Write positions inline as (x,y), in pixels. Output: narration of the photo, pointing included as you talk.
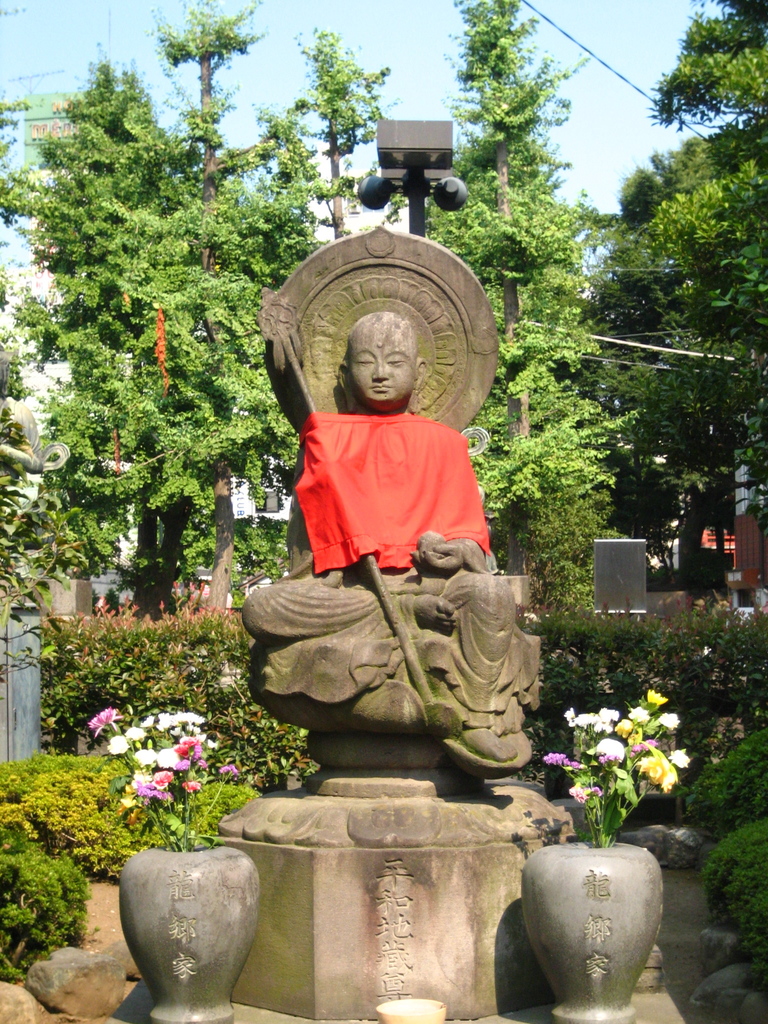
In this image, we can see some flower vases (219,955) in front of the statue (405,585). In the background of the image (209,633), we can see some plants (189,683) and trees (233,197). There is a sky (355,21) at the top of the image (405,40).
